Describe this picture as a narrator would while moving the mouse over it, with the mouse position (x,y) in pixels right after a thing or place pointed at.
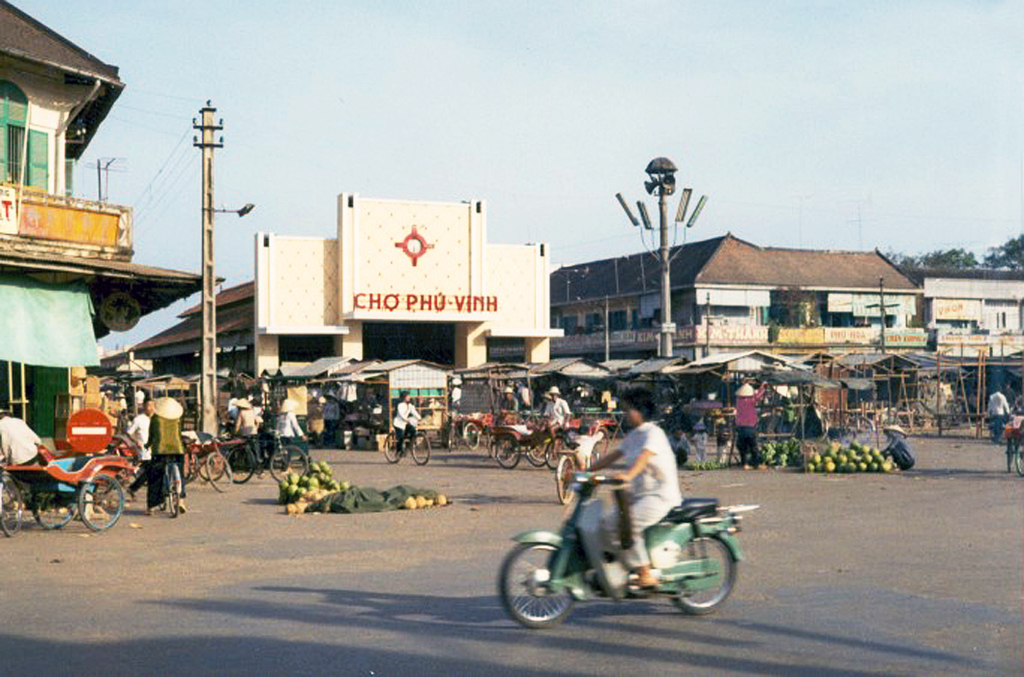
In this image I can see group of people (575,460) riding motorcycles (557,576) and bicycles (221,466) and there are some food items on the road (497,477). In the back (259,347) there are buildings (504,279), current poles (210,260) and the sky (471,126).
